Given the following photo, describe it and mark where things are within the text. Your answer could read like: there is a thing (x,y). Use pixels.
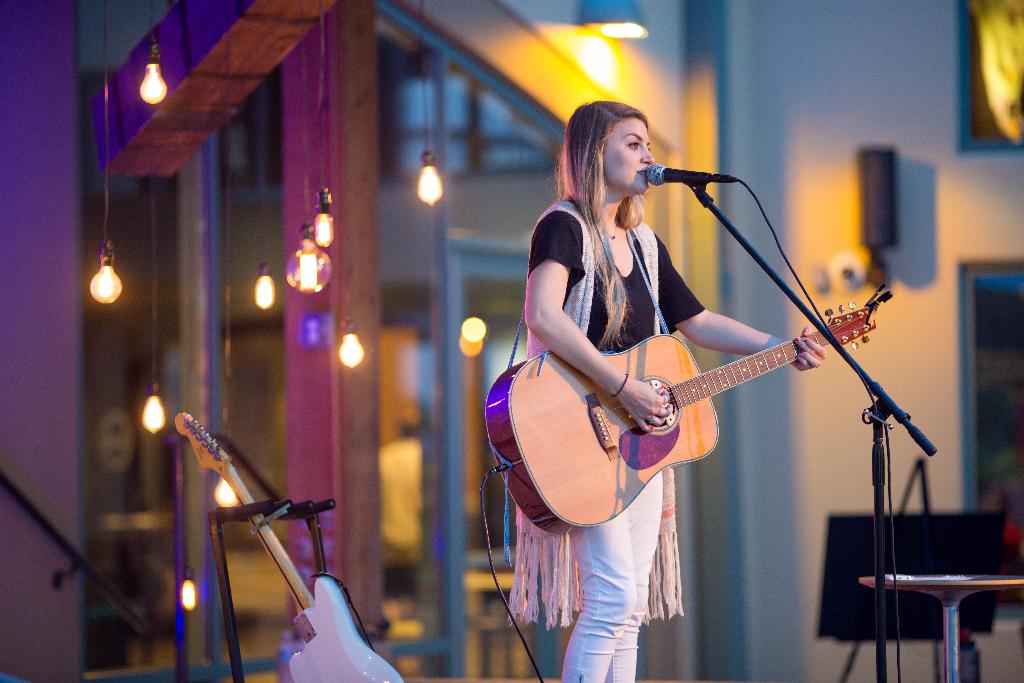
In this image I see a woman (618,157) who is standing in front of a mic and she is holding a guitar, I can also there is another guitar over here. In the background (146,409) I see the lights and the wall (503,17).
